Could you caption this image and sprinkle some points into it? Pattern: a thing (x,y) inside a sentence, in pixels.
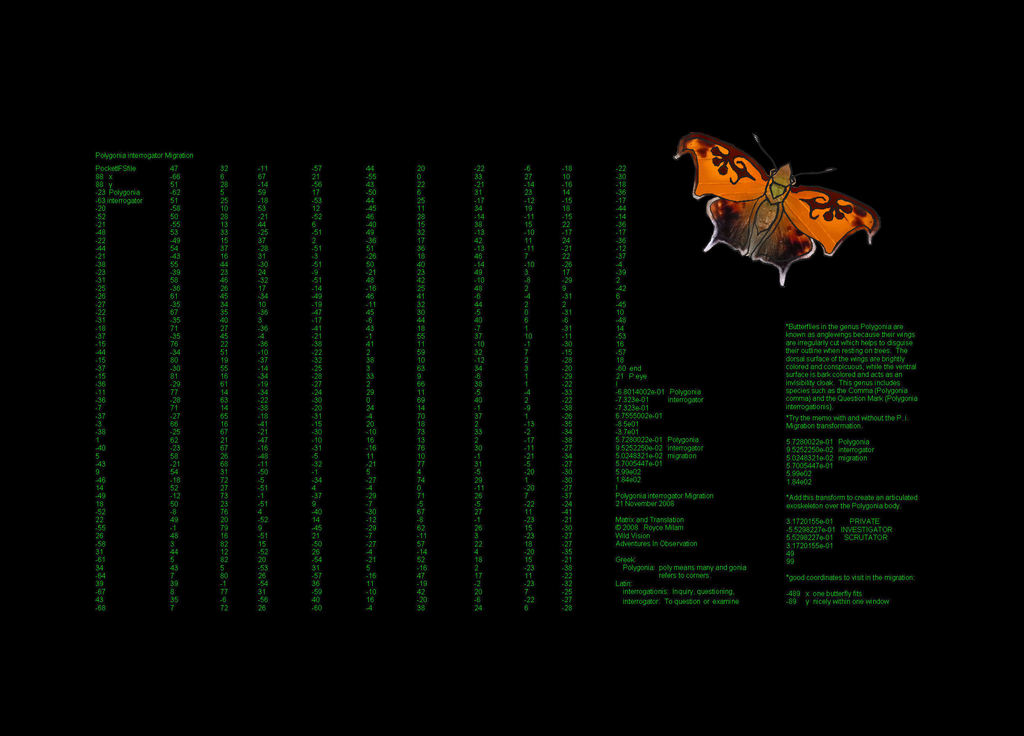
This is a dark image. we can see a butterfly (799,208) and we can also see some text (827,522).
